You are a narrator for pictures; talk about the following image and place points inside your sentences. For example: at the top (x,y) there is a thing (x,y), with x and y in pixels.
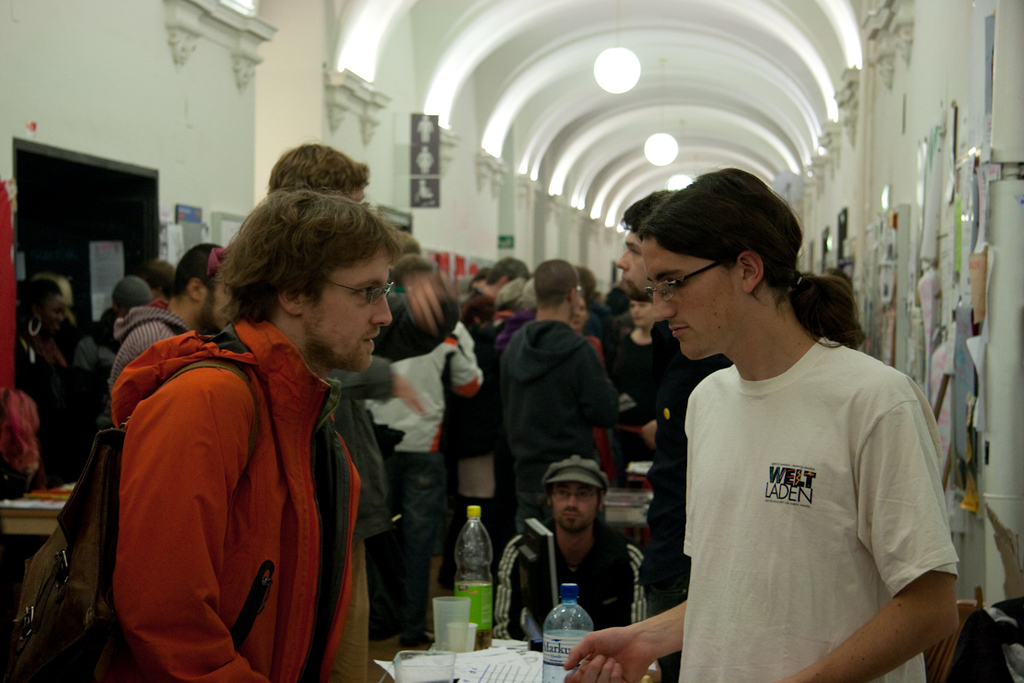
This image is clicked inside the building (54,126). There are many people (569,372) in this image. In the front (748,562), there are two persons (268,462) talking. On the left (178,520), the man (215,512) is wearing a jacket (184,549). On the right (693,513), the man (796,553) is wearing a white T-shirt (766,614). In the middle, we can see bottles (487,614) and glasses (446,631) kept on the table (493,672). In the background (882,112), there are walls (137,78) and lights (650,156). On the right (931,280), there are papers (961,312) fixed on the wall (991,282). On the left (70,166), there is a board (54,192) on the wall (4,102).
